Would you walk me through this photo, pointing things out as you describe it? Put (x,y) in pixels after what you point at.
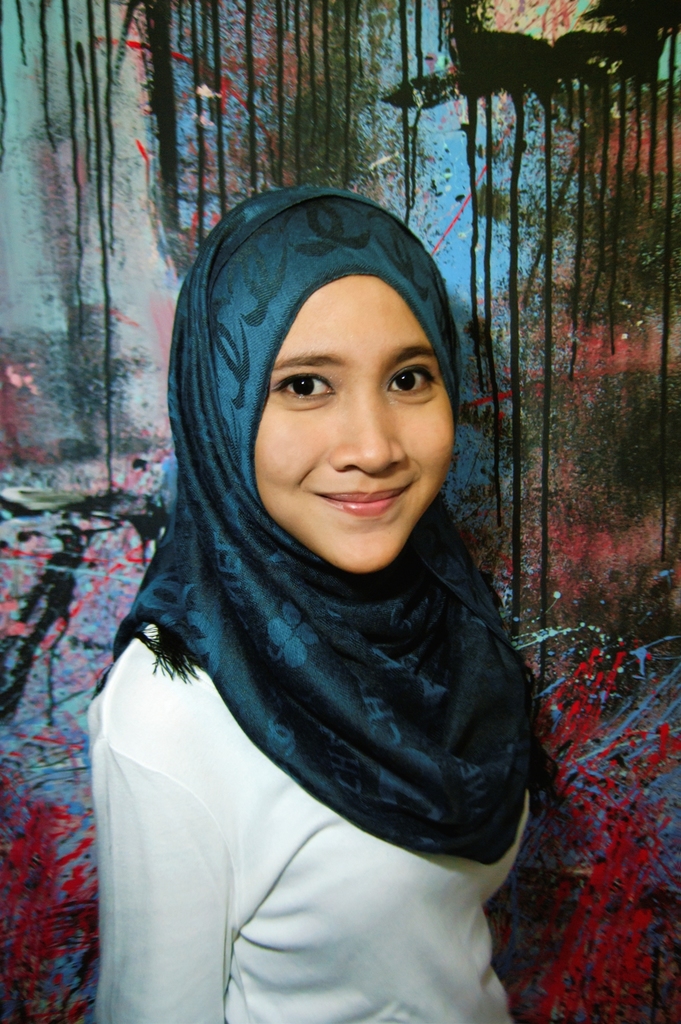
In the image we can see a girl (363,858) wearing clothes (211,860), this is a scarf (328,725) and there is a painting (505,216) on the wall (478,199).
